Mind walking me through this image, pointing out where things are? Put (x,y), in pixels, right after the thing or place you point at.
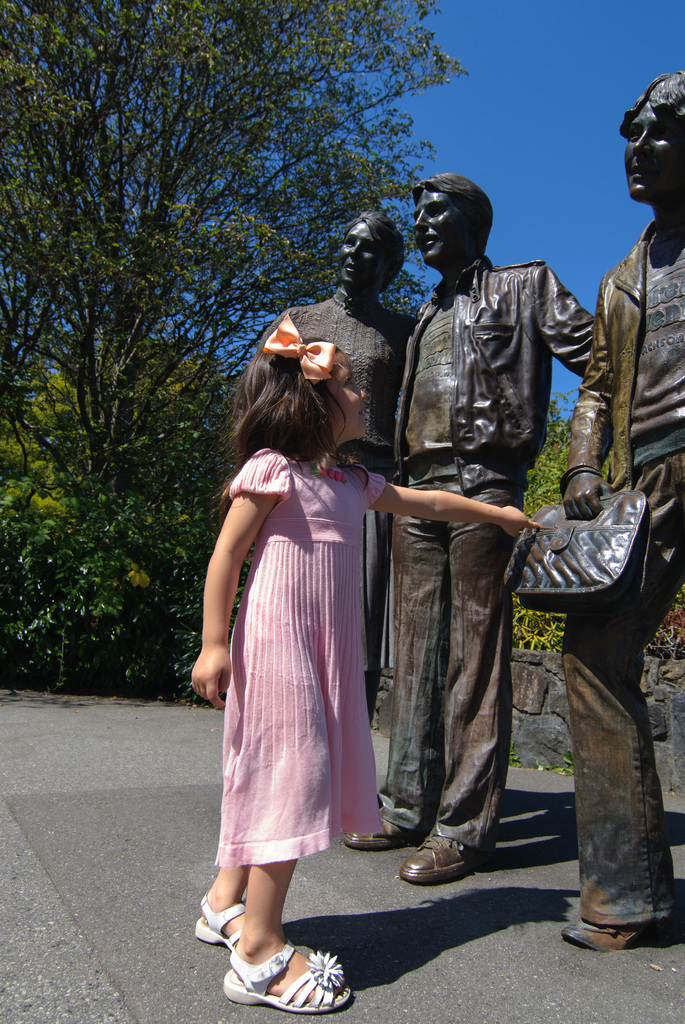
In this image I can see the person (287,710) standing and the person (297,561) is wearing pink color dress (297,561) and I can see three persons statues (654,399). In the background (90,297) I can see few trees (80,356) in green color and the sky (534,99) is in blue color.
